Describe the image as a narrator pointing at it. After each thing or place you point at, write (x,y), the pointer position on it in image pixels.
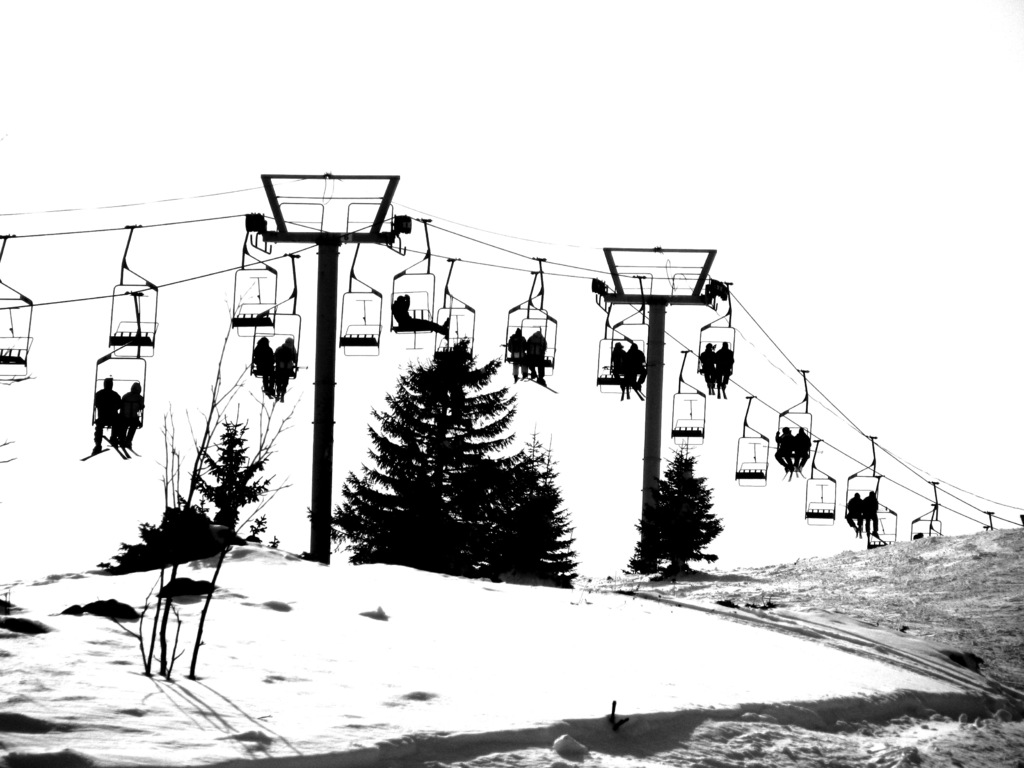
In the image at the bottom (750,610) there is snow (780,618) and also there are few trees (165,645). At the top of the image (430,220) there is a ropeway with few people (138,409) in it. And also there are poles (323,524).
